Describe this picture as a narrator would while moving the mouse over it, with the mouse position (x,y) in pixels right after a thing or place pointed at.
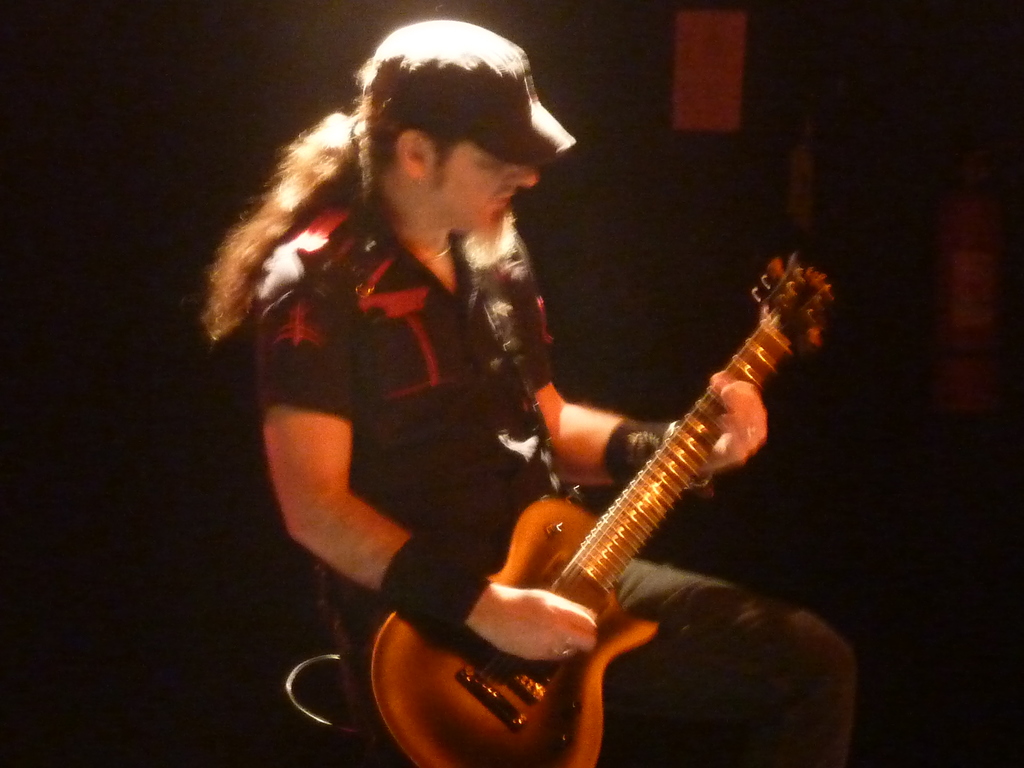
There is one man (446,469) sitting and holding a guitar (679,453) in the middle of this image (456,426). It is dark in the background (145,408).
